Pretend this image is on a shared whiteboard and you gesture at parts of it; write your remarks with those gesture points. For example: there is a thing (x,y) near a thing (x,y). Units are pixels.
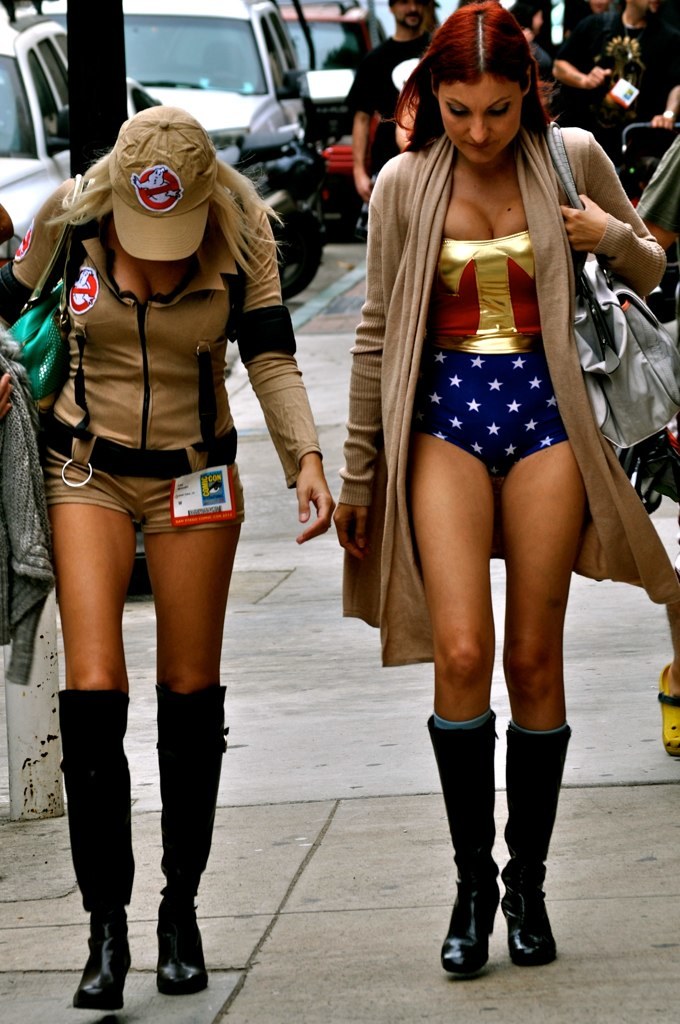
In this image we can see two ladies (358,503) walking. They are wearing handbags (630,362). In the background (676,171) there are people (392,52) and cars (232,95).
